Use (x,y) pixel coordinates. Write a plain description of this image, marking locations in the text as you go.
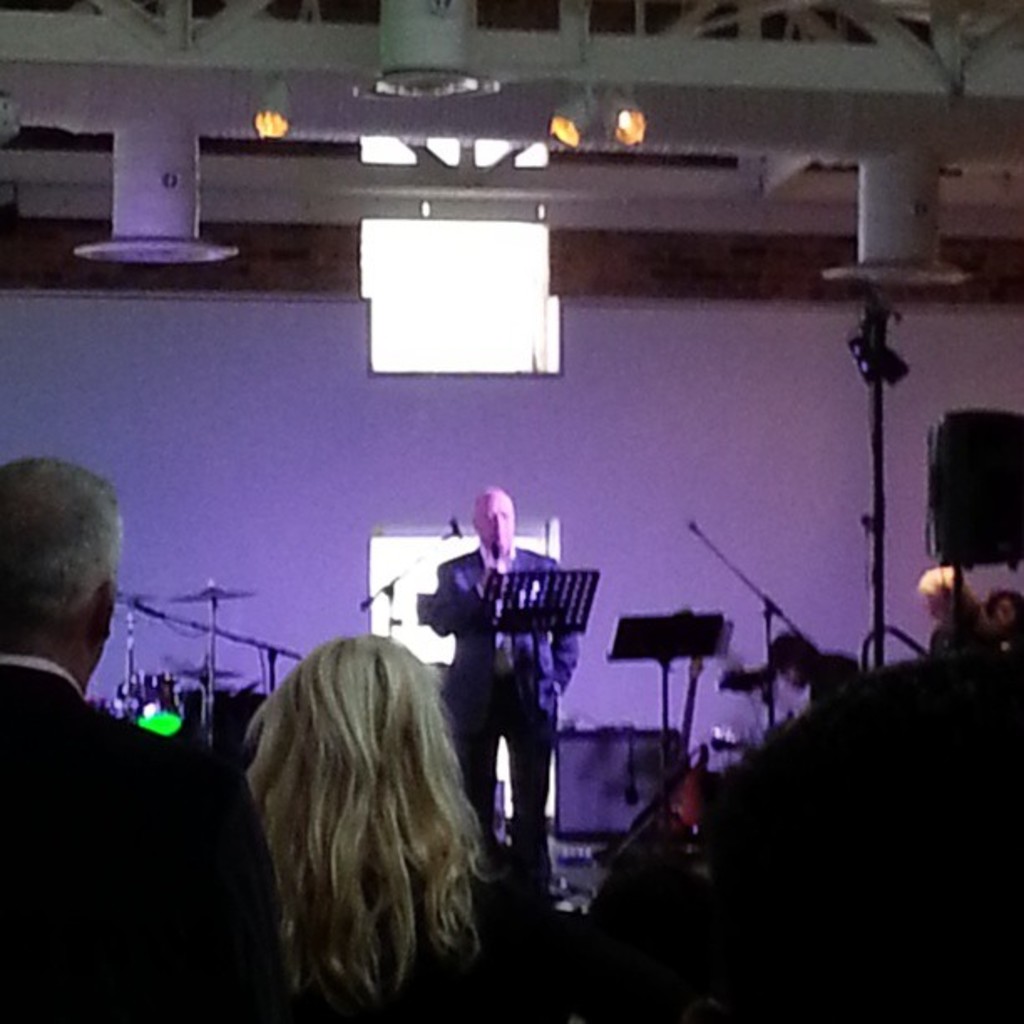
In this image we can see a man (536,691) standing and smiling in front of a paper stand (539,624). Image also consists of people (147,836) and also musical instruments (754,687) in the background (738,684). At the top (734,104) there is roof (742,91) for shelter. We can also see the lights (263,126) and also wall (256,414).
